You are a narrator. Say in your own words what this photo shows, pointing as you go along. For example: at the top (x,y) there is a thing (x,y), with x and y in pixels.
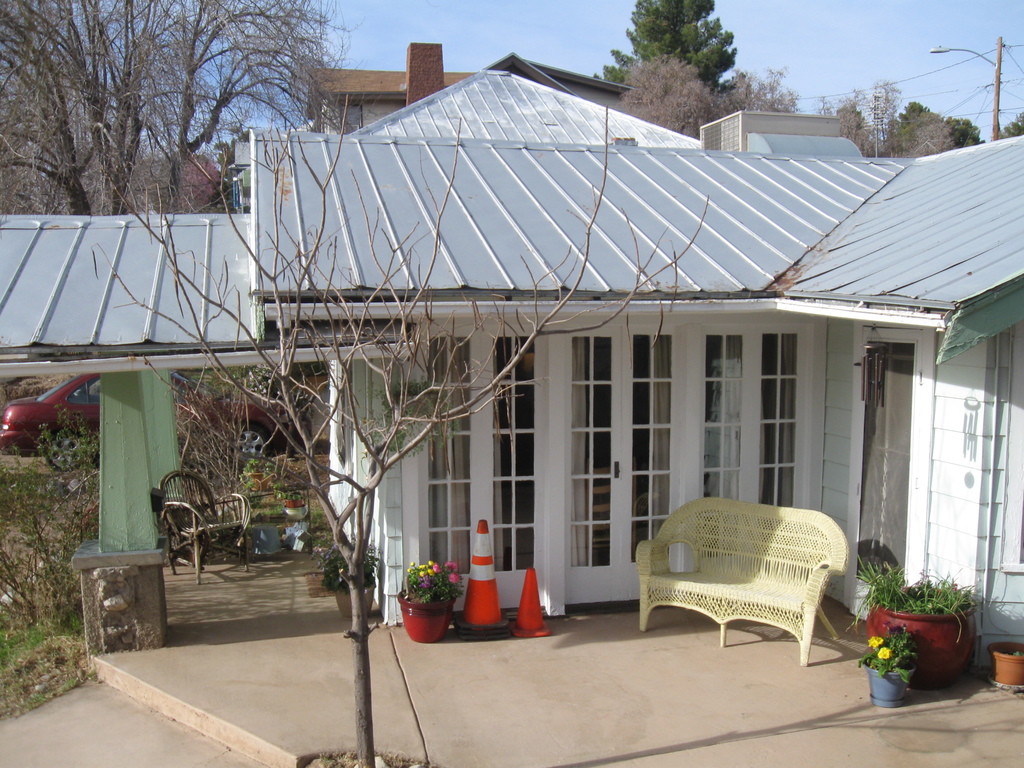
In this image I can see the house (495,255). In front of the house (917,488) there is a couch (793,557), flower pots (918,643) and the traffic cones (498,623). I can also see the car (4,419). There are some plants (134,100) and the sky (501,24).
